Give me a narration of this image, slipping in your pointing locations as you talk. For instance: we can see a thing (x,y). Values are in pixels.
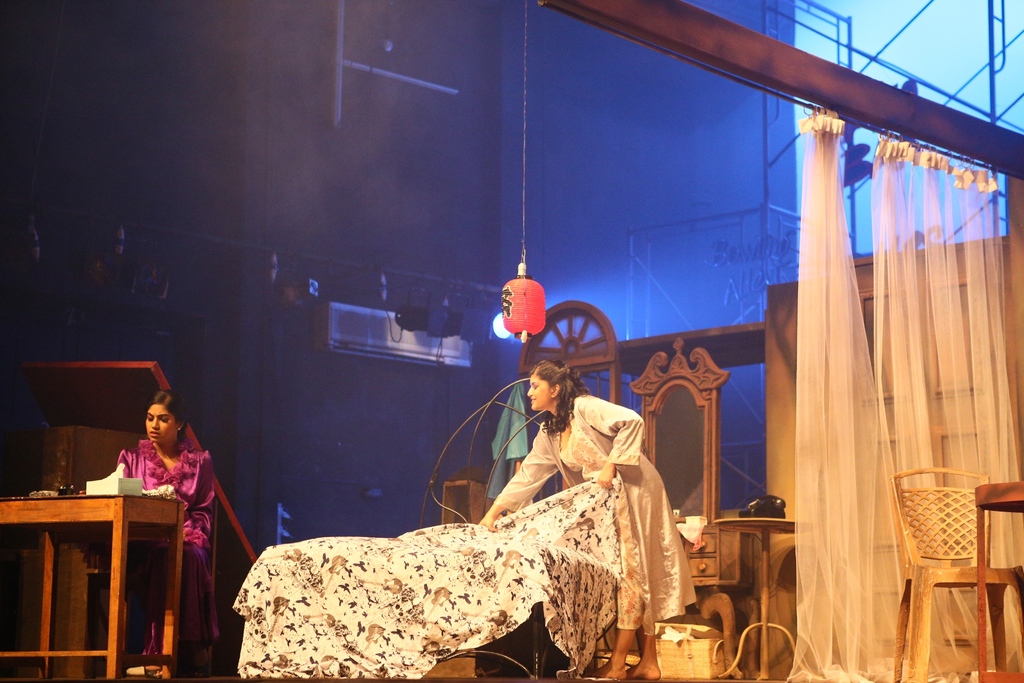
In this picture there are two women (210,460). The woman (184,474) at the left corner (159,483) is sitting on the chair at the table (151,504). The woman (571,451) at the other corner is spreading a bed sheet (529,565). There are chairs (968,544), door (953,402), curtains (953,402) and a mirror table (684,420) in the image. In the background (416,194) there is wall (466,272) and lights (416,324) hanged.
